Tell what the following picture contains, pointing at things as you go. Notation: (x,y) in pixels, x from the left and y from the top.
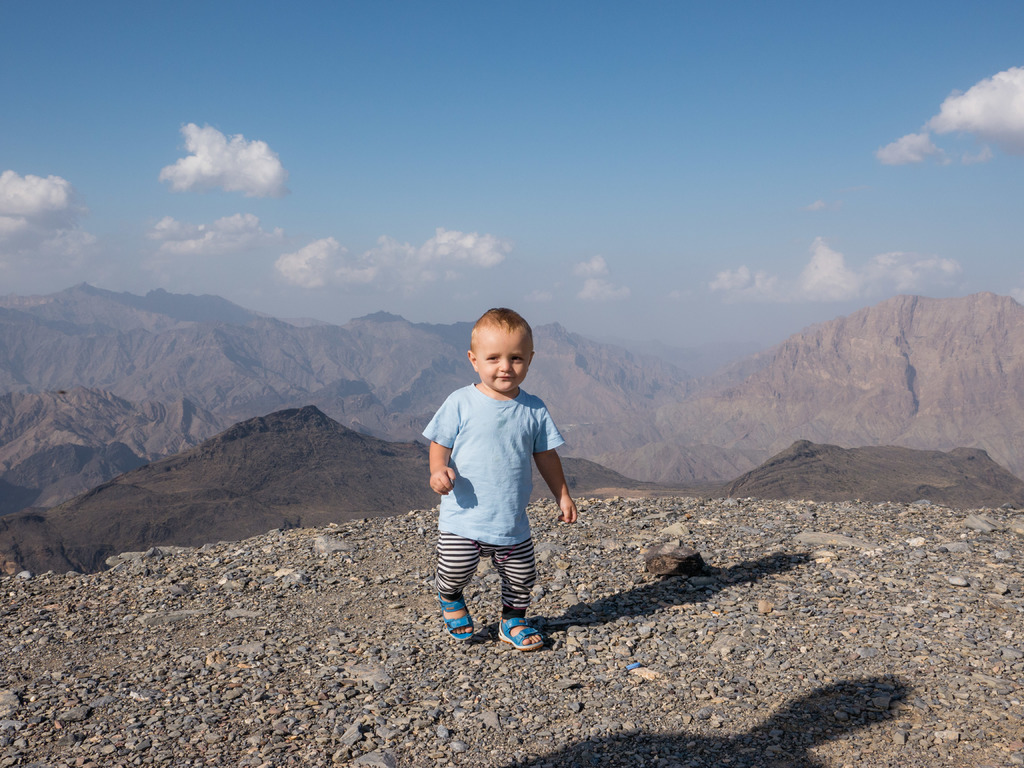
In this image we can see a child (527,646) standing on the ground (550,672) containing stones (567,680). On the backside (561,415) we can see the mountains (321,469) and the sky (553,225) which looks cloudy.
